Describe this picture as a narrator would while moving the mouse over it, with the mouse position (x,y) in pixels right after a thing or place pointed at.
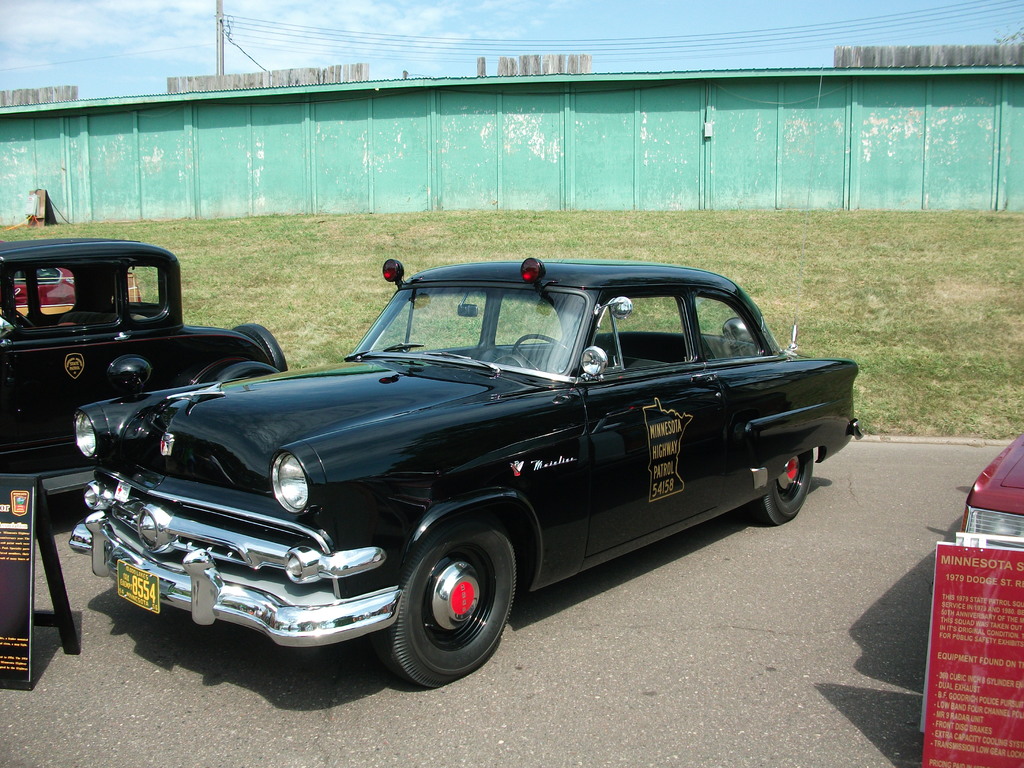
This is an outside view. Here I can see two black color cars (104,339) on the road (294,705) and also there is a black color board (17,589). On the right side (982,623) also I can see a board (986,637) which is in red color. Beside the road (930,540), I can see the green color grass (887,298). In the background (542,95) there is a wall (733,156) and along with the wires (226,30). At the top (116,10) I can see the sky (88,15).
